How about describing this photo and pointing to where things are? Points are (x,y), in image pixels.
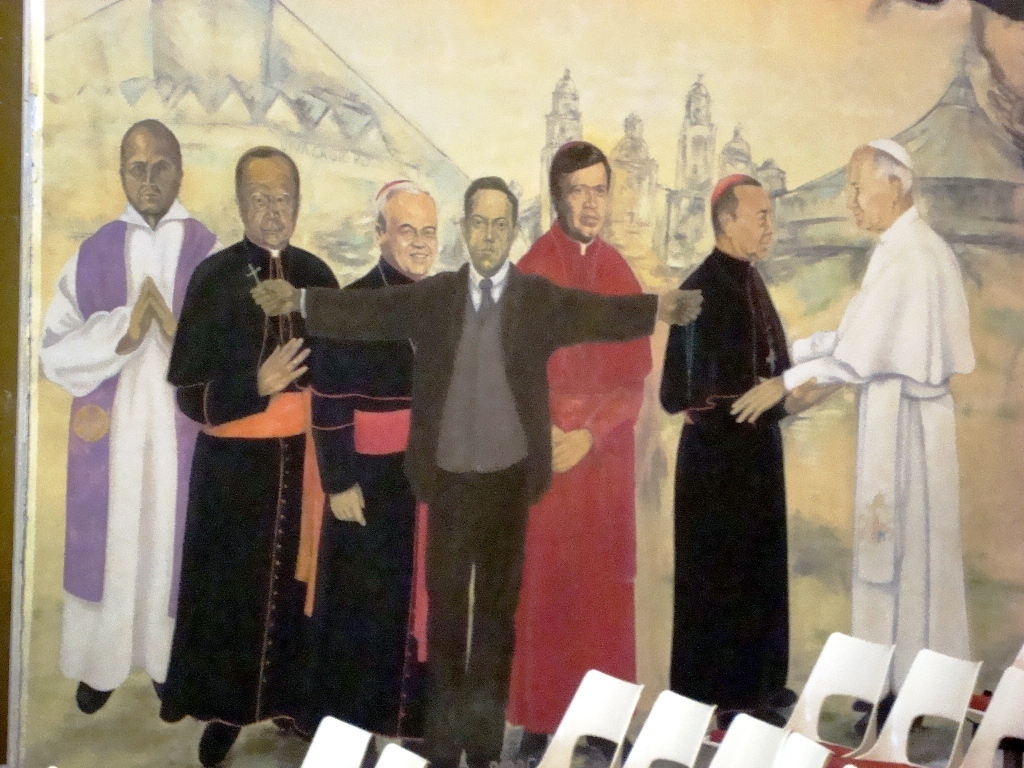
This is a painted picture and in the foreground of this image (422,533), there are persons (452,350) standing and showing different culture dresses (356,398). In the background (326,95), there are buildings (940,139) and on bottom (637,748), there are few chairs (907,717).
